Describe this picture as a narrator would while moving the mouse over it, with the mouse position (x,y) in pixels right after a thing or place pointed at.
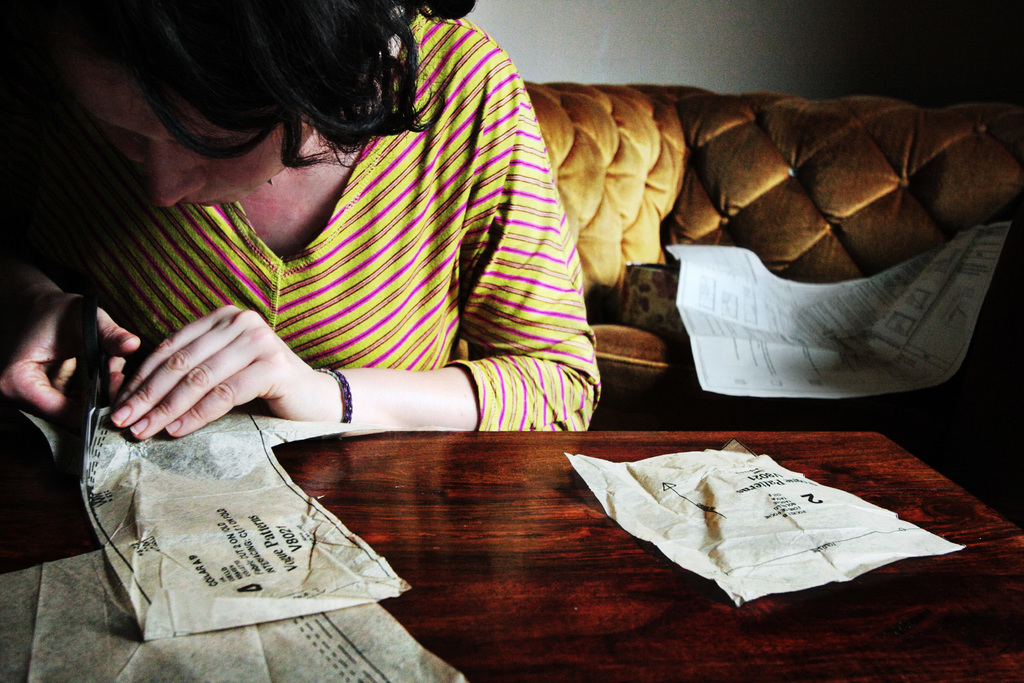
On the left (301,159) there is a woman (296,152) cutting a pattern (117,467) with scissors (97,415) in her hand (58,404). On the table (651,590) there are few papers (693,484). In the background (673,176) there is a sofa (587,254) and on it there are some items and a paper (825,348) and this is a wall (609,51).
